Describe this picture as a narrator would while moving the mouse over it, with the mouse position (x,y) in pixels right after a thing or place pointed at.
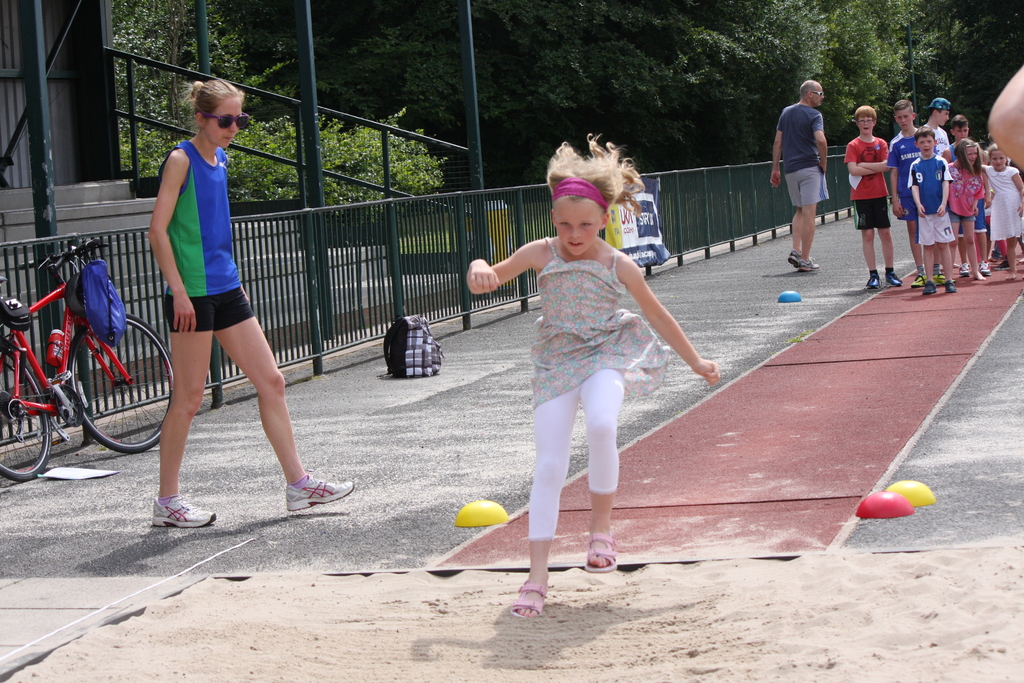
In this picture there is a girl (594,430) in the center of the image (619,342) and there are other people (815,211) in the image, it seems to be they are playing and there is a bicycle (28,419) and a boundary (151,349) on the left side of the image (12,418) and there are trees (445,95) and stairs (118,227) in the background area of the image (423,110).
